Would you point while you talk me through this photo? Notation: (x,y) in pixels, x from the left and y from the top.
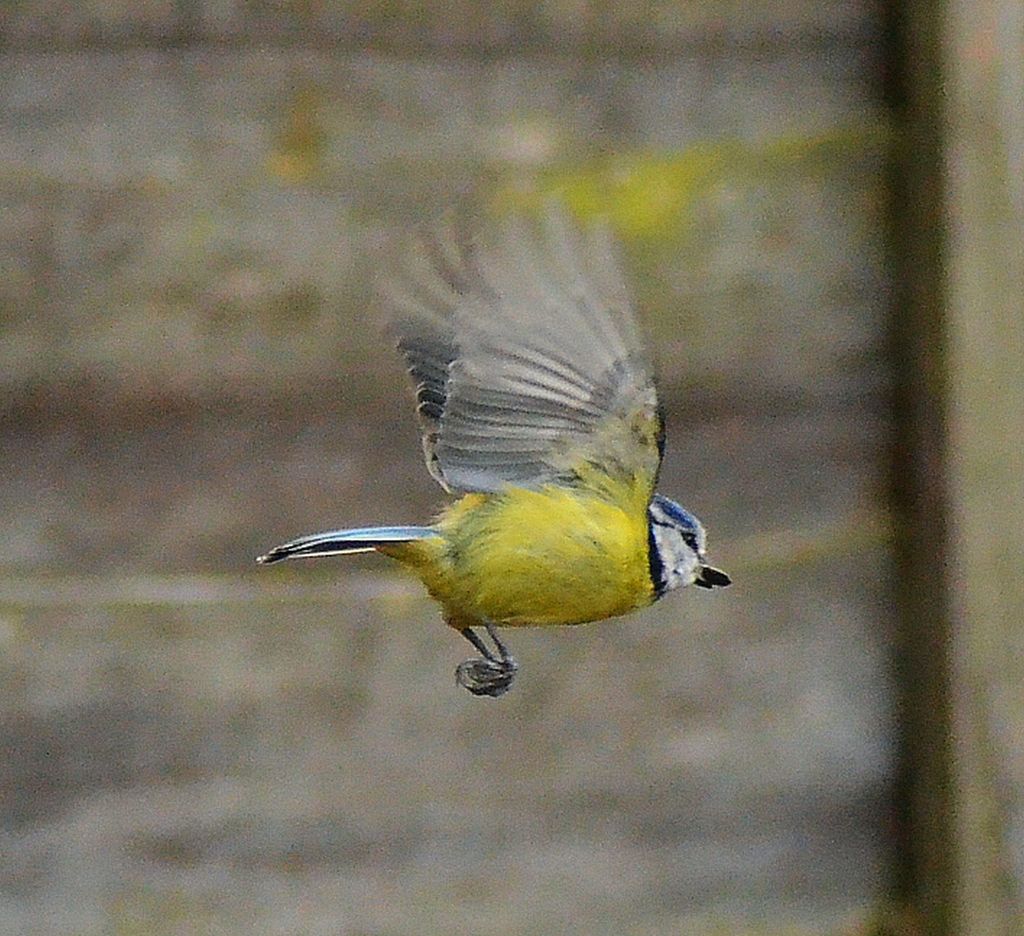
A bird (500,489) is flying. The background (270,25) is blurred.
